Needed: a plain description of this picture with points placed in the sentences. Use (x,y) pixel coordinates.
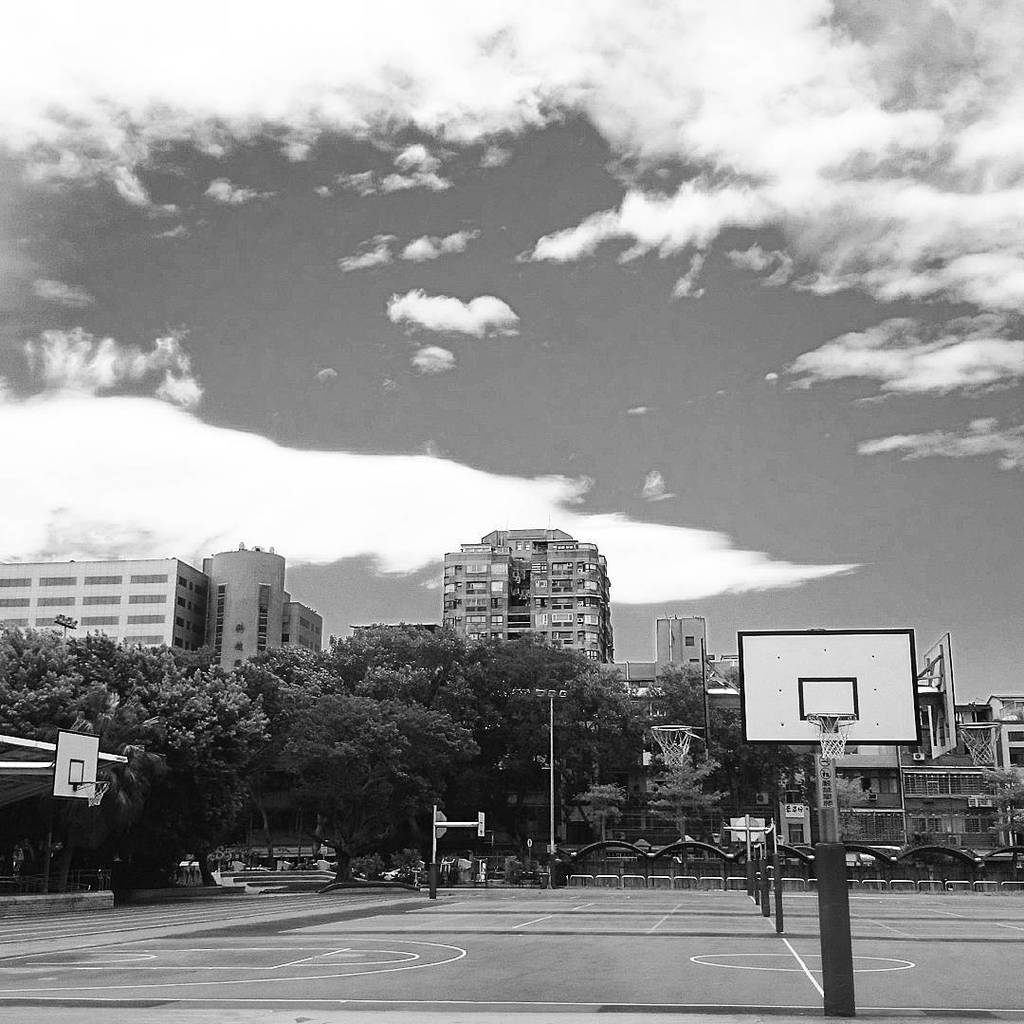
This is a black and white picture. In the background (829,442) we can see the clouds (589,112) in the sky (581,277), buildings (589,591), trees (64,688). In this picture we can see the railing (575,854), basketball court (894,980), lights (549,690), pole (776,891) and the basketball hoops (754,877).
